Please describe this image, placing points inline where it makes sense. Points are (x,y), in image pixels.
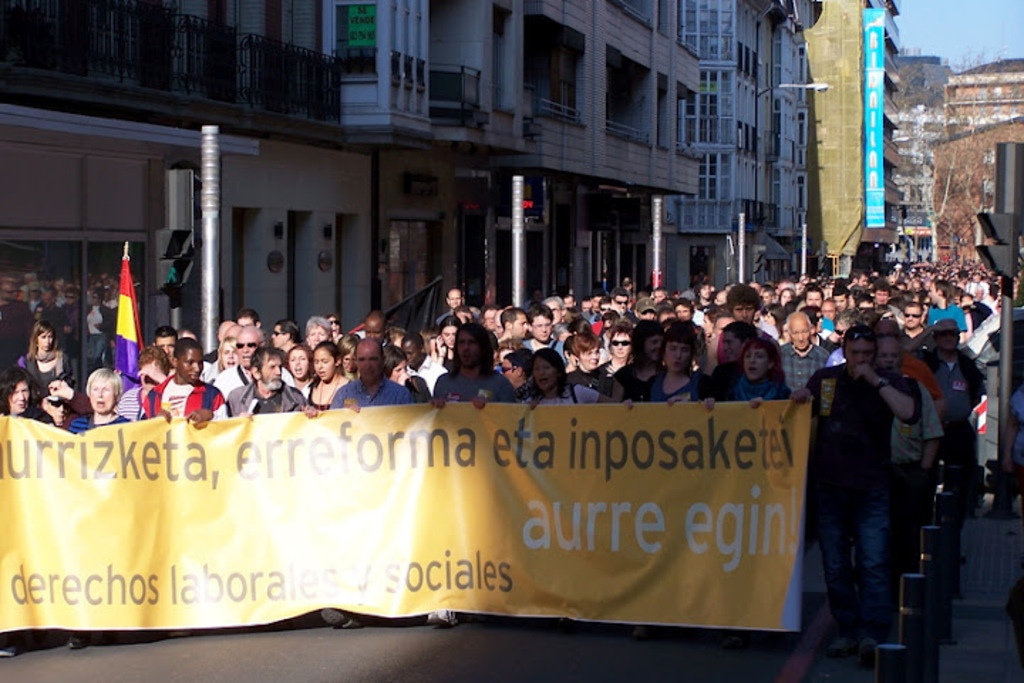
In this image we can see a few people (536,315), among them some people (266,401) are holding a poster (753,533) with some text (401,564) on it, there are some buildings (354,208), trees (935,167), poles (755,92), lights (999,242), grille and a flag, also we can see the sky (938,54).
